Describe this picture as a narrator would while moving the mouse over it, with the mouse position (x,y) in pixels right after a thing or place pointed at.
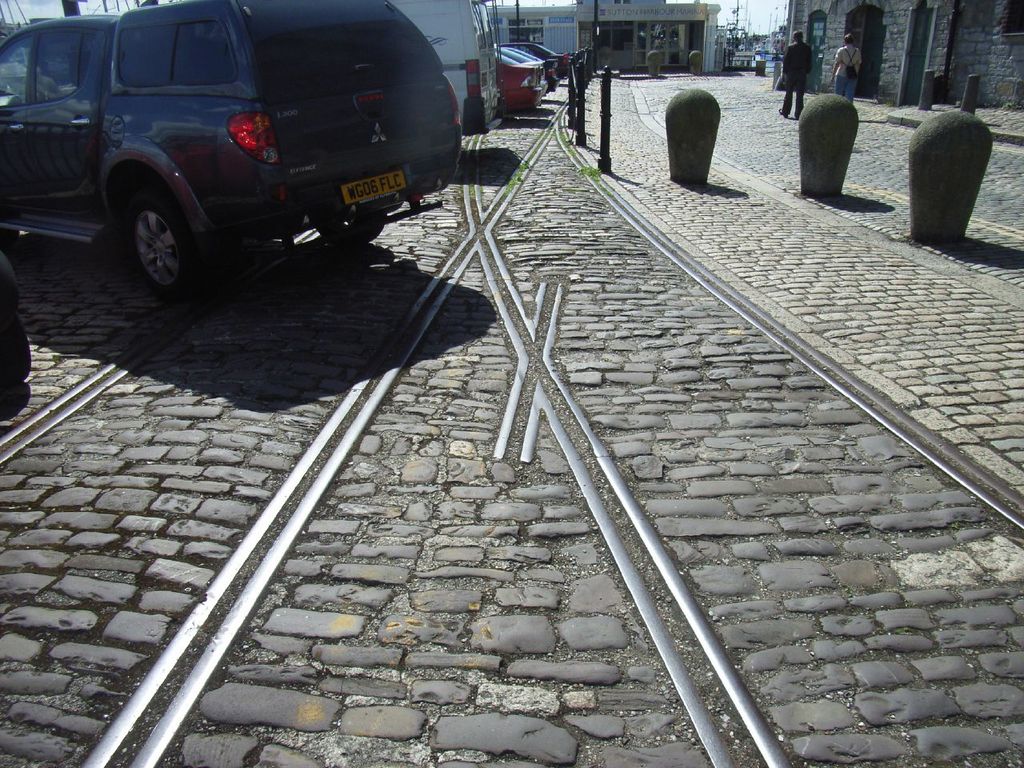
In this image there is a road (542,246), on that road (605,278) there are cars (506,101), in the background (803,77) people (806,80) are walking and there are houses (666,37).
